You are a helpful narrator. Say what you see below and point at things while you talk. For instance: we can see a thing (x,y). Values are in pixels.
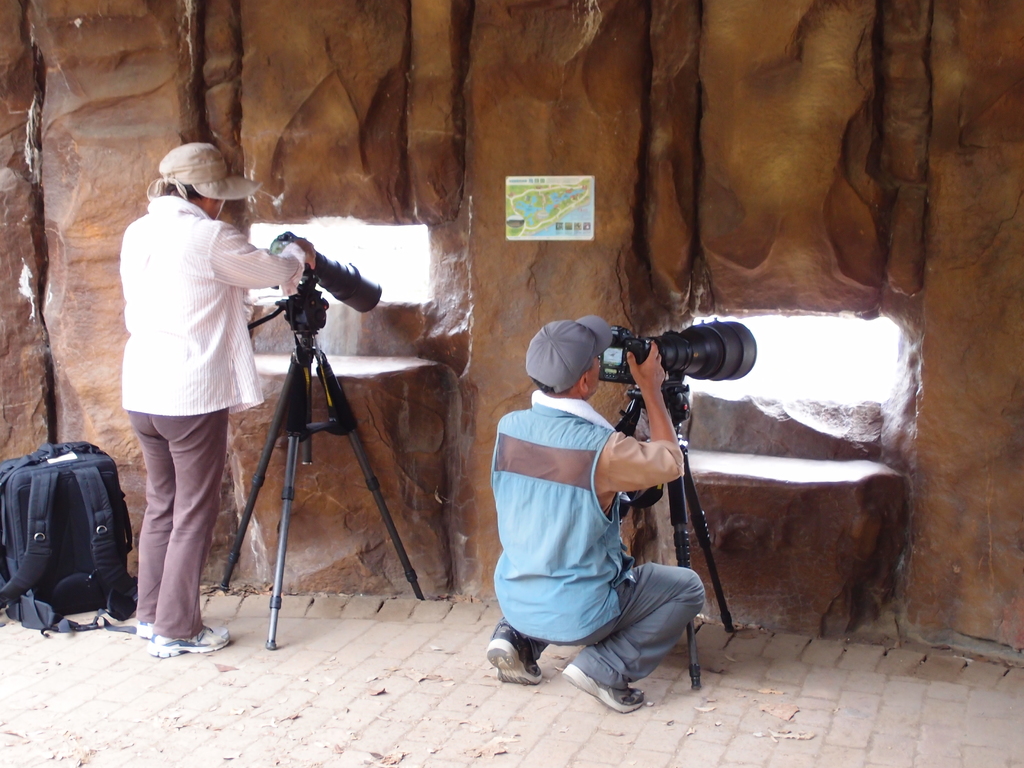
In this image there are two persons (193,393) wearing white color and blue color dress (599,549) respectively holding cameras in their hands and at the left side of the image (80,501) there is a black color bag (50,513).
